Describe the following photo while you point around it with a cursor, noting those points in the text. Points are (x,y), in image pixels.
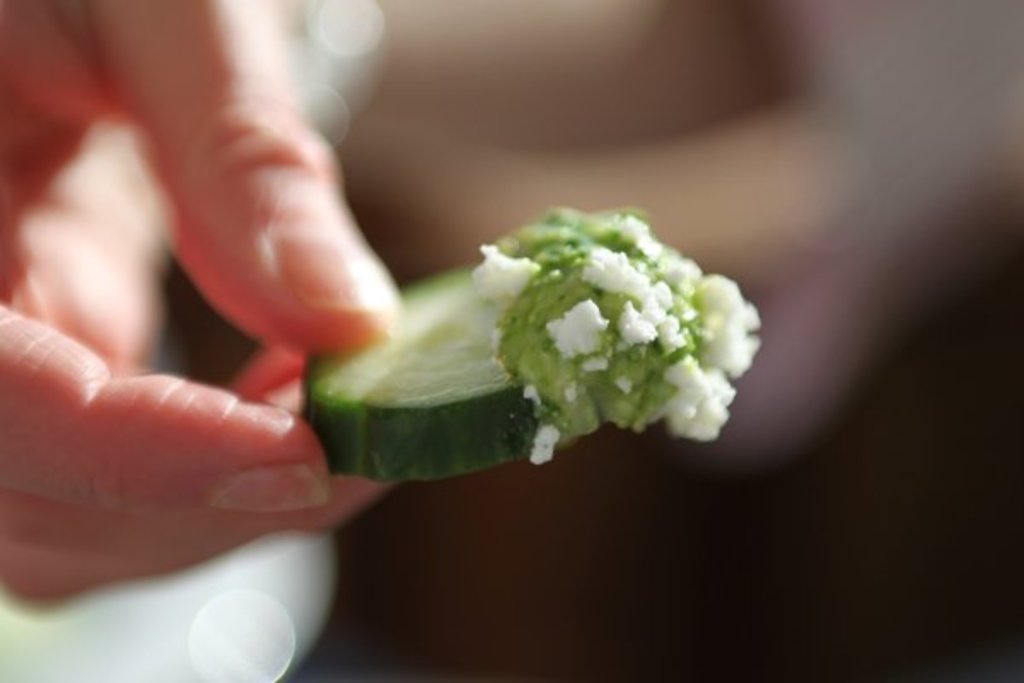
In this image we can see a hand (276,332) of a person (293,402) holding a food item (591,414) and the background of the image (451,83) is blur.
